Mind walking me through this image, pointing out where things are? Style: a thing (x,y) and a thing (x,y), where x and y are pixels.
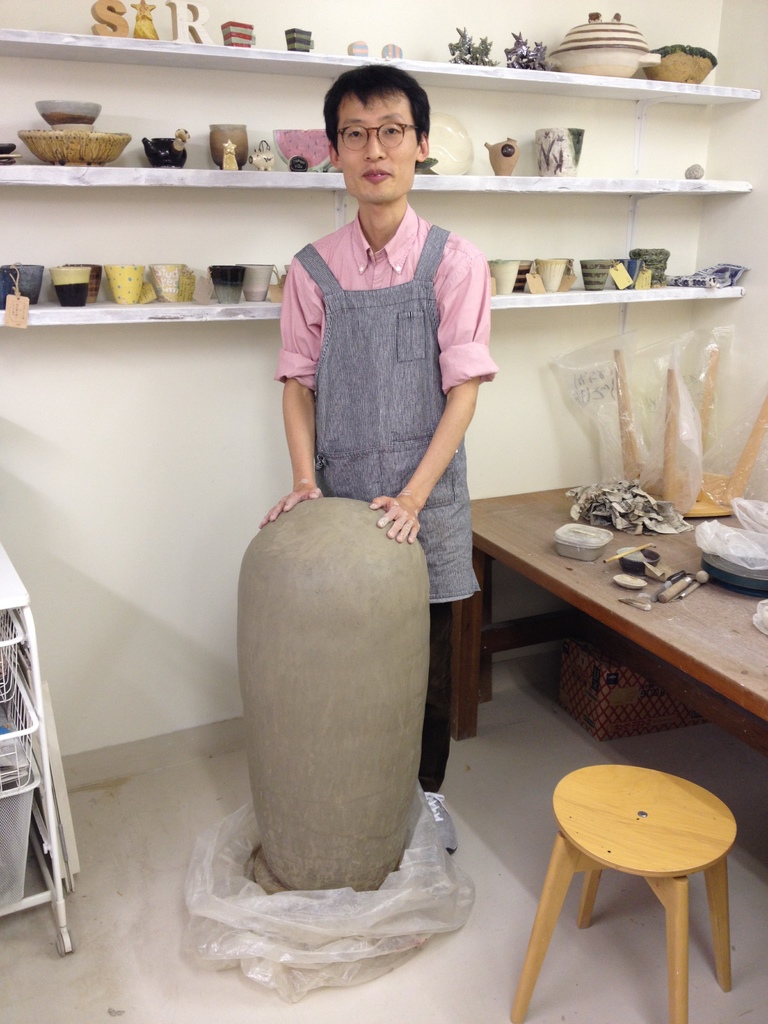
In this image I see a man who is standing and there is table (540,631) and a stool (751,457) over here and there are few things (747,426) on it. In the background (96,7) I see few things (108,1) in the shelves (48,50) and I see the wall (71,356).
